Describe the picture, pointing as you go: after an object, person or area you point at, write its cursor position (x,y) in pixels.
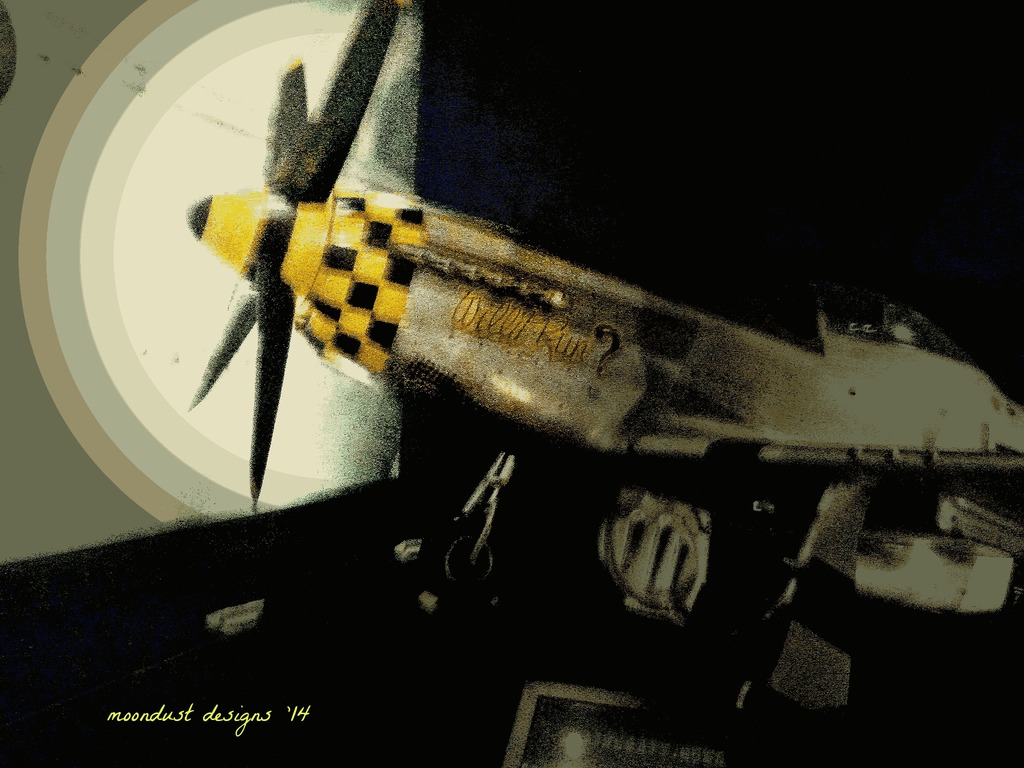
In the image we can see the poster (444,270), in it we can see the propeller plane (510,392) and the text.
